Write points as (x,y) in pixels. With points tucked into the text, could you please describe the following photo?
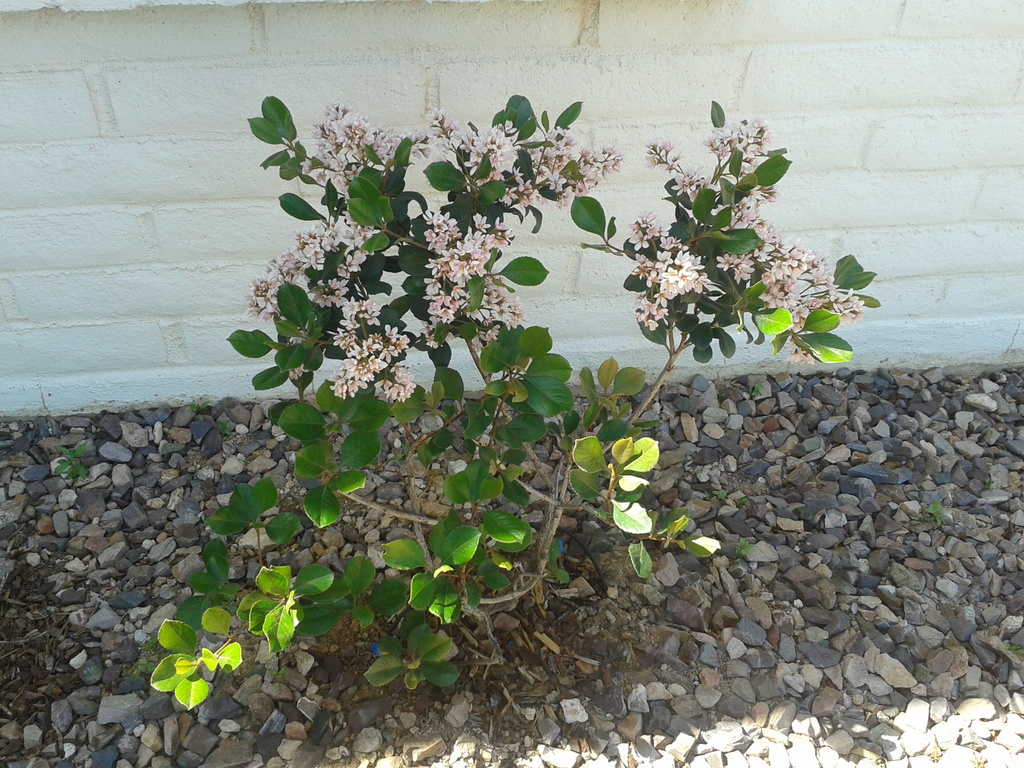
There are flower plants (424,280) on the stones (845,457). At the back (574,101) there is a white wall (114,140).
